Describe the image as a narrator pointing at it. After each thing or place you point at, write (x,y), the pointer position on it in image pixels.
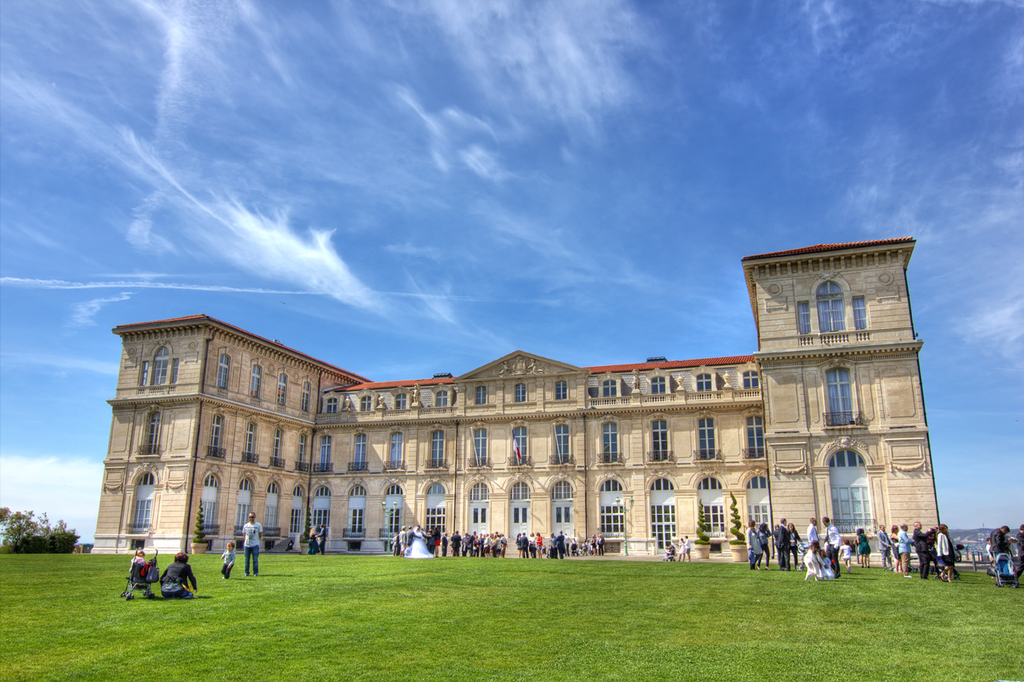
In this picture we can observe a cream color building (489,457). In front of the building (875,528) there is an open ground (388,628) with some grass (293,617) on it. There are some people (948,558) standing in this ground (397,557). We can observe trees (35,528) in the left side (39,530). In the background (318,211) there is a sky (296,231) with some clouds (153,169).
